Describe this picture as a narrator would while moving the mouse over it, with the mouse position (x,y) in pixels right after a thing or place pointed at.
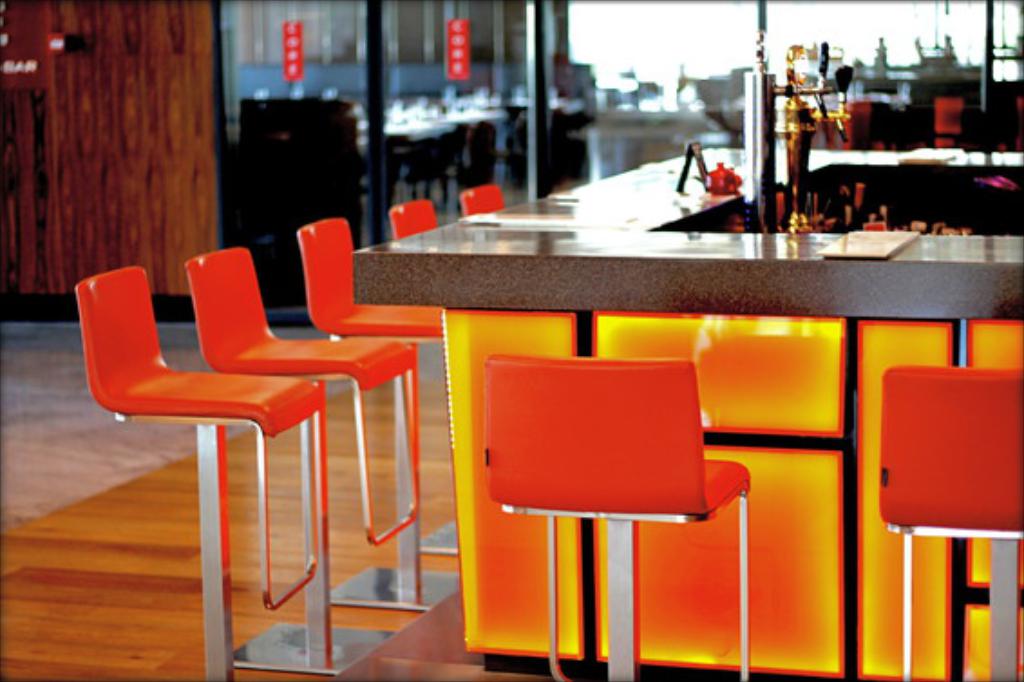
There is a table (611,247) on the right side (828,267). Near to the table (400,300) there are chairs (888,474). On the table (680,208) there are some items (859,183). In the background (344,35) there is a wooden wall (97,78) and a glass wall (390,31). On that something is written. And it is blurred in the background (914,33).
